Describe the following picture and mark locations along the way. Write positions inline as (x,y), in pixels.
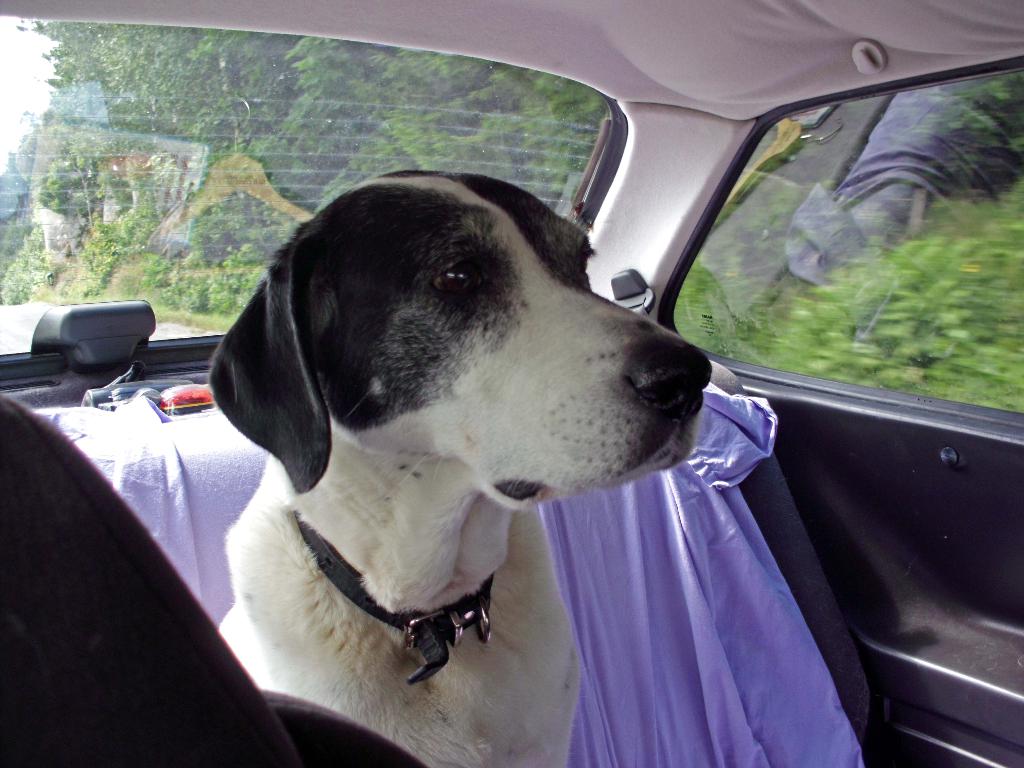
In this picture we can see a dog (362,343) sitting inside a car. Through car glasses (545,172) we can see trees (571,157).
